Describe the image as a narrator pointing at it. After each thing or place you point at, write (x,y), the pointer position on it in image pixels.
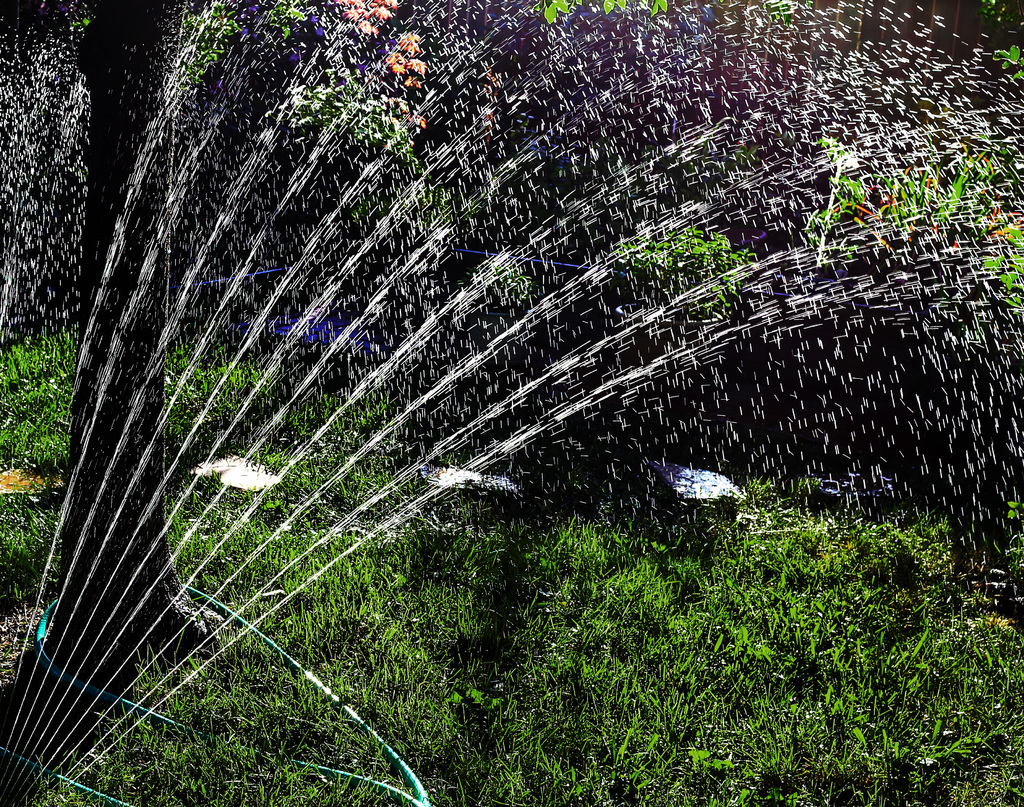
In this picture we can see plants (931,126), grass (783,493), water (559,231) and tree (135,361).
